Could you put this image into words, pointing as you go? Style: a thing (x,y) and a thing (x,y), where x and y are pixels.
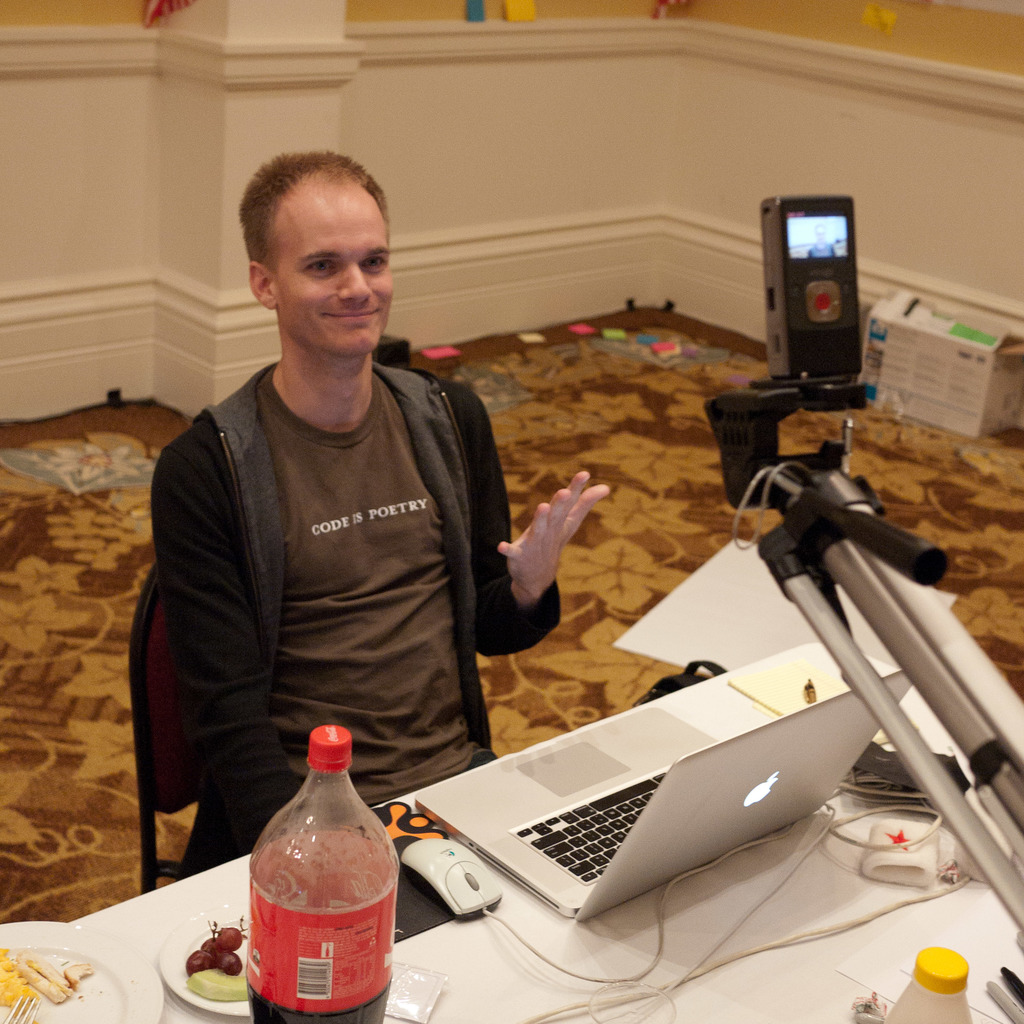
In this image we can see the boy (409,615) sitting and smiling and also looking at some camera (839,354) in front of him. He is showing his 5 fingers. It seems like he is in his house (571,590) or something and in front of him there is a table (695,889) in which there are things (726,802) like laptop (544,823), drink bottle (293,902) and food items (220,959) containing plates (61,957), forks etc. In front of him there is a camera (845,365).
